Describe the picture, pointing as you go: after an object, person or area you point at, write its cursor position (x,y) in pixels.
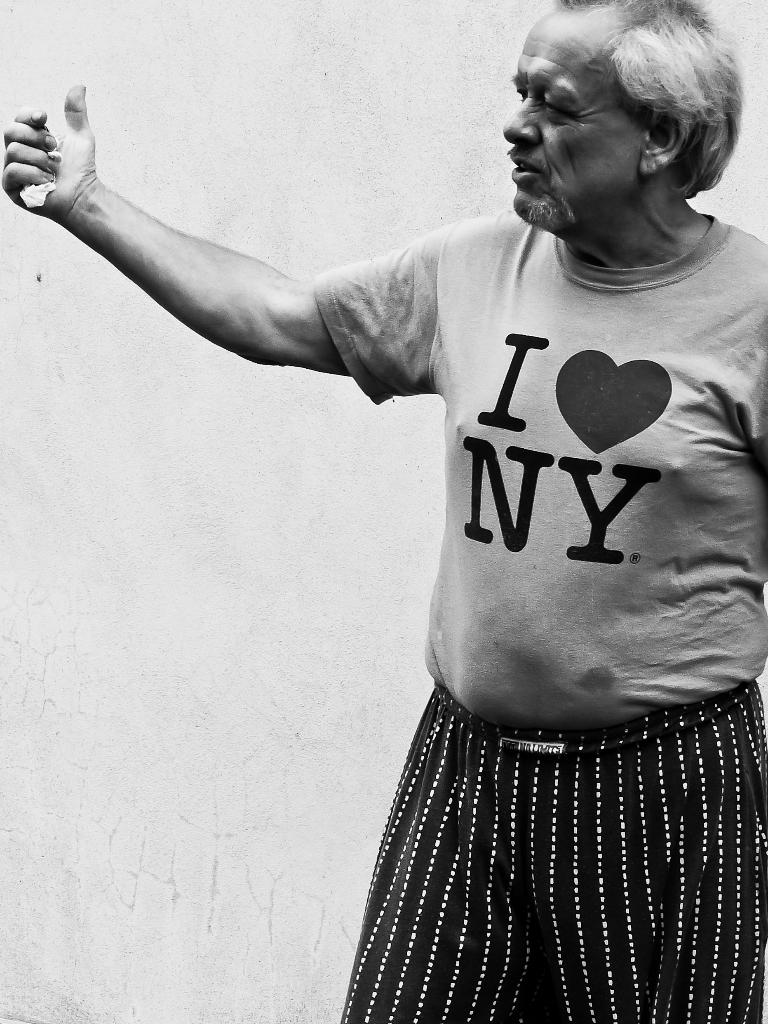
In this image I can see a man (503,566) is standing. The man (492,502) is wearing a T-shirt (580,485). This picture is black and white in color.
